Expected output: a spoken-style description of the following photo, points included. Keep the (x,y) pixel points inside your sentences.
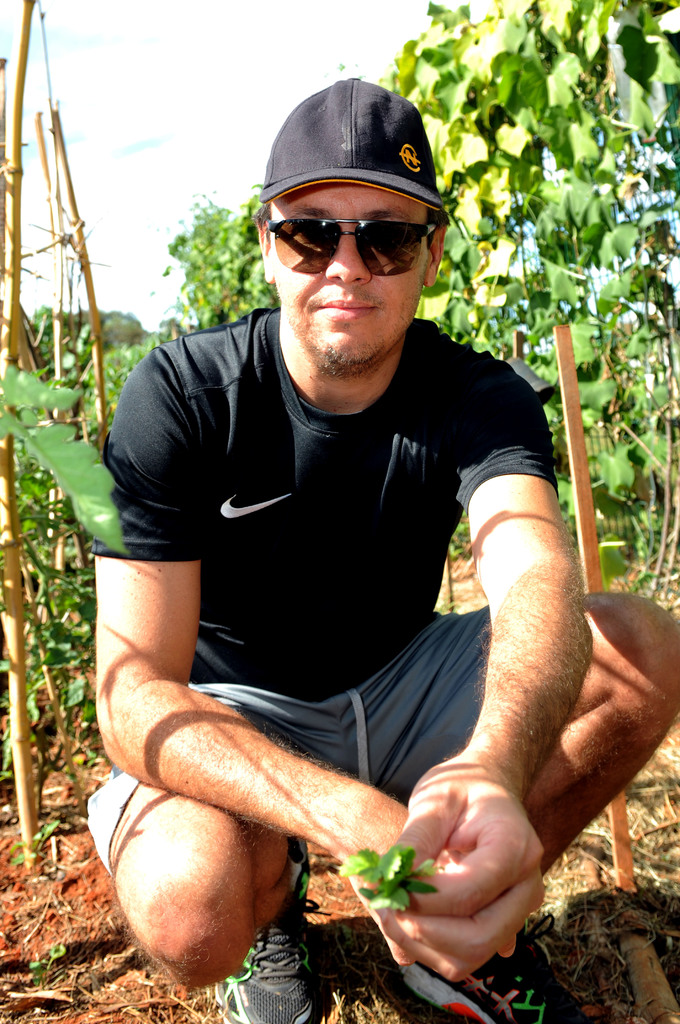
In this picture we can see a man (112,424) wore a cap (341,153), goggles (403,270), shoes (288,988) and holding leaves (413,857) with his hand (457,794) and smiling and at the back of him we can see plants (22,405), sticks (57,216) and in the background (140,133) we can see the sky (197,187).
